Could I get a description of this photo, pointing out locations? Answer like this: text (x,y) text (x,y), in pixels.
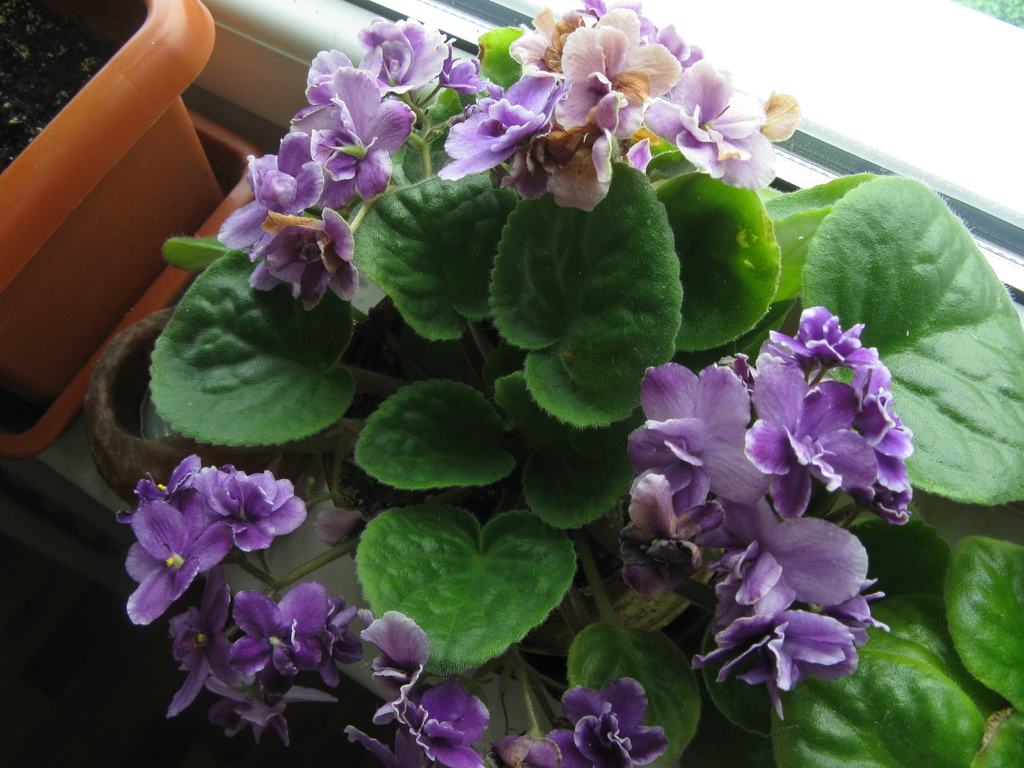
In this image at the bottom (832,524) there is a plant (160,339) and some flowers (736,432), on the top of the left corner there is one flower pot (58,143) and on the top of the image (809,70) there is a glass window (843,89).
